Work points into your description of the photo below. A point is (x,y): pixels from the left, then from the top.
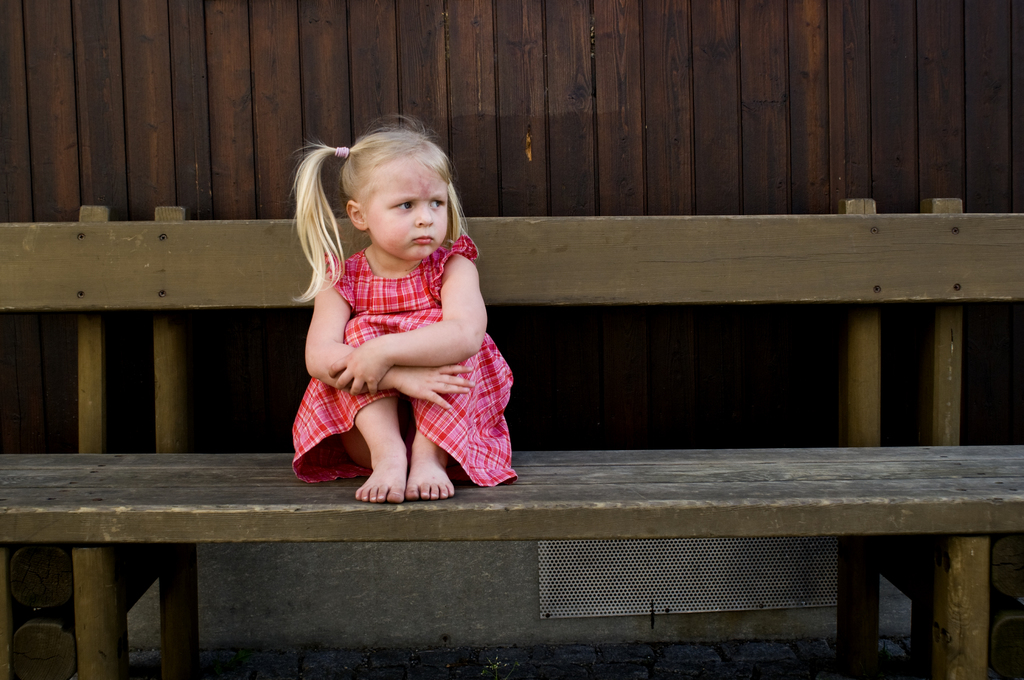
This kid (334,324) wore red color frock (372,301) and sitting on this bench (789,495).
